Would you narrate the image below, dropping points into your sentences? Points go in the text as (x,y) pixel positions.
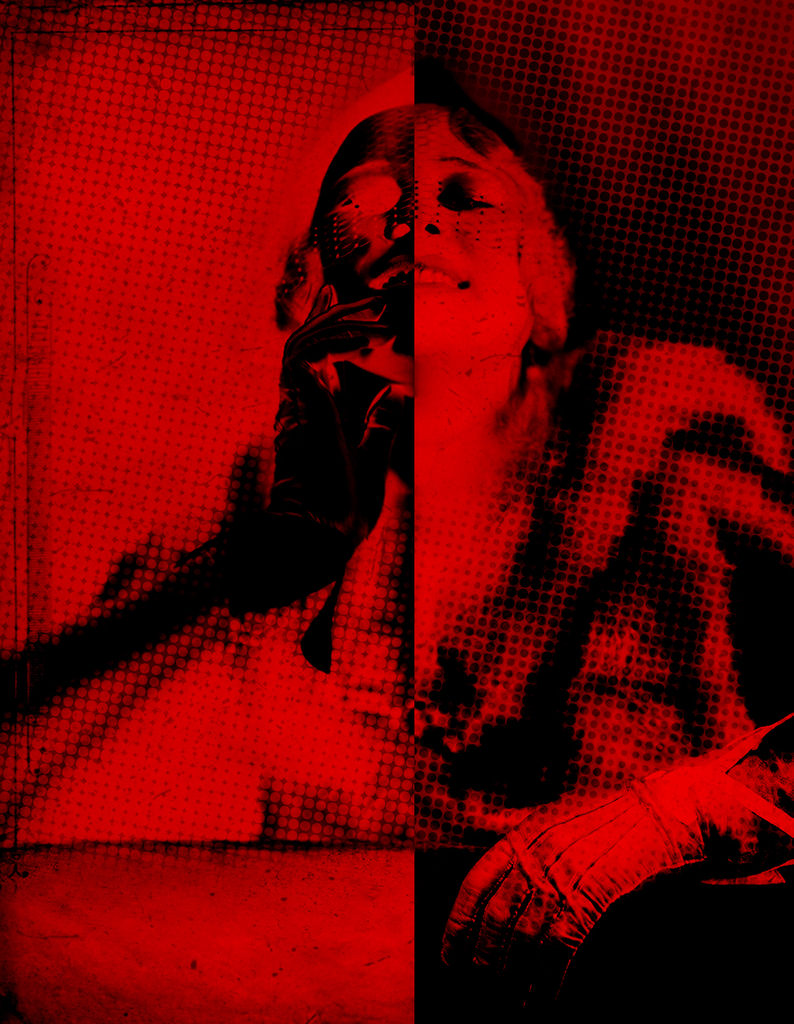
In this image I can see an edited picture of a person (330,801). I can see colour of this image is red and black.
